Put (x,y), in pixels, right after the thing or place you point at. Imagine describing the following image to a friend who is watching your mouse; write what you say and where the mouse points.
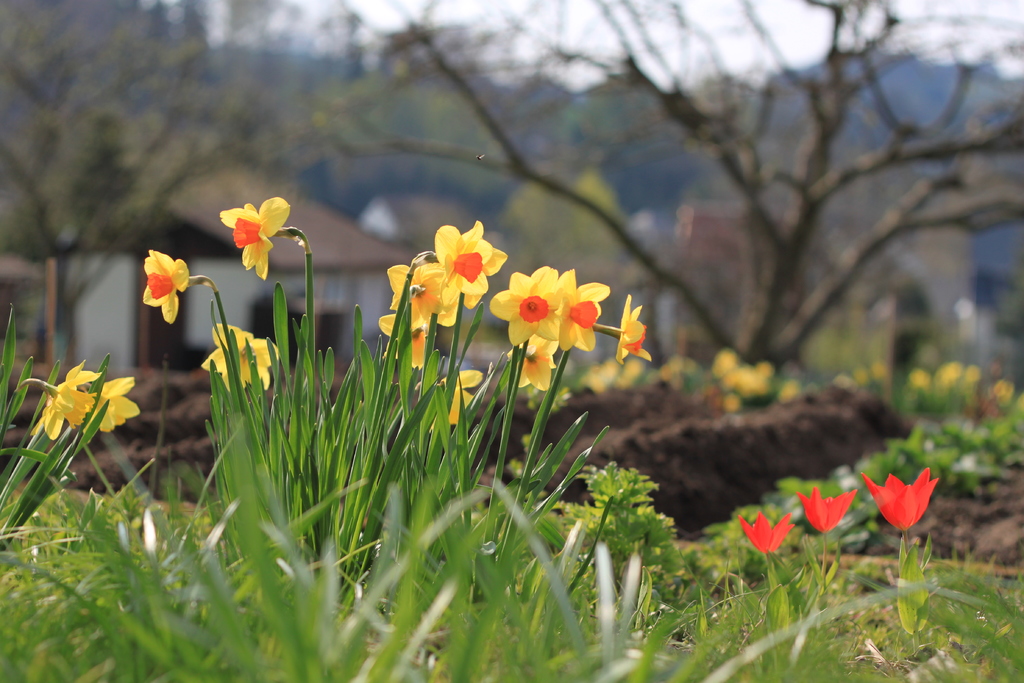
In this image, we can see a few plants (418,359) with flowers (448,283) on it.
